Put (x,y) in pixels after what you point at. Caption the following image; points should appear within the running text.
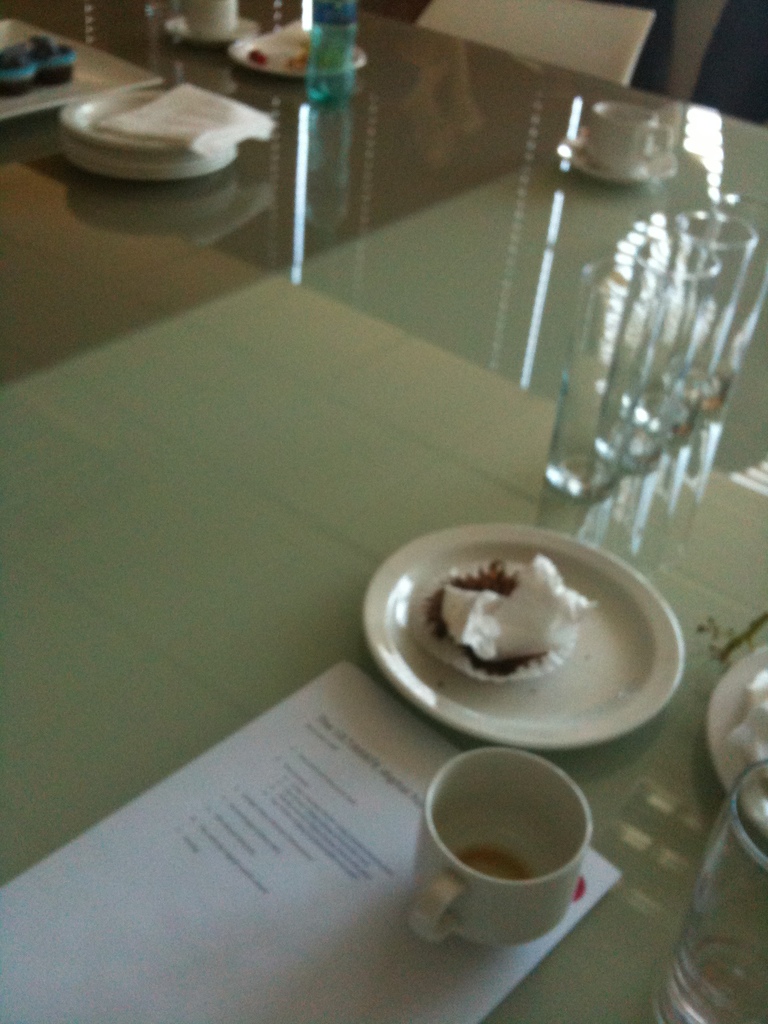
In the image there is a table (236,330) we can see glasses (649,244), cups (598,149), plates (550,723), napkins (211,140) and papers (293,804) which are placed on the table (259,365).
